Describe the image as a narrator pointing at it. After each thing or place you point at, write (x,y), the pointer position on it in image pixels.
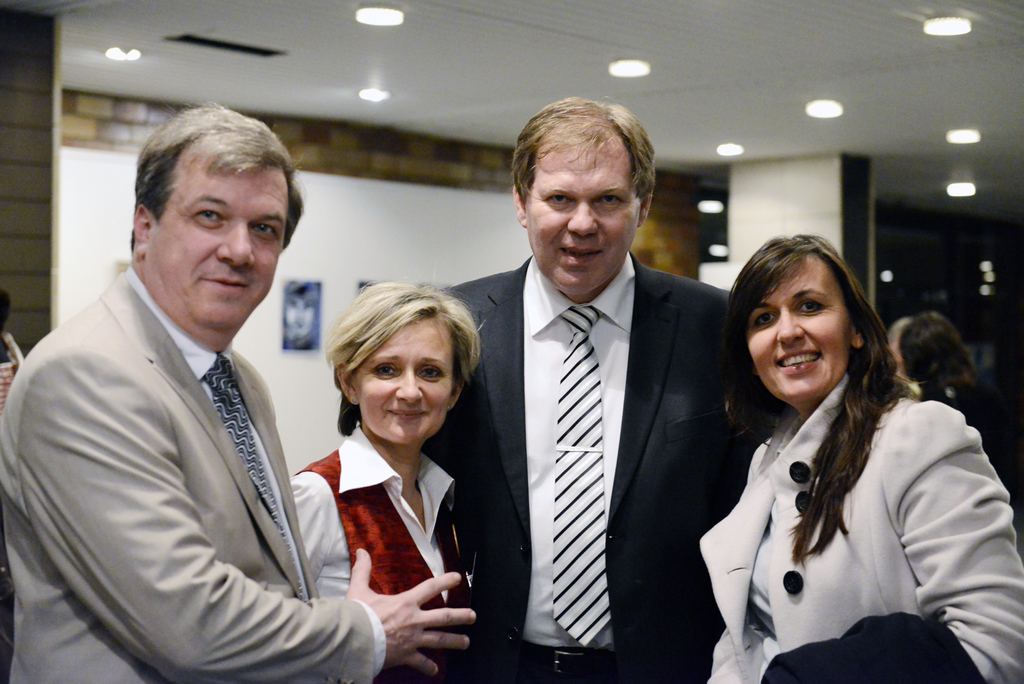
This picture described about the group of two men (220,237) wearing coats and two women (383,411) standing, smiling and giving a pose into the camera. Behind we can see white color wall (438,207). Above on the ceiling (687,29) we can see some spotlights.
